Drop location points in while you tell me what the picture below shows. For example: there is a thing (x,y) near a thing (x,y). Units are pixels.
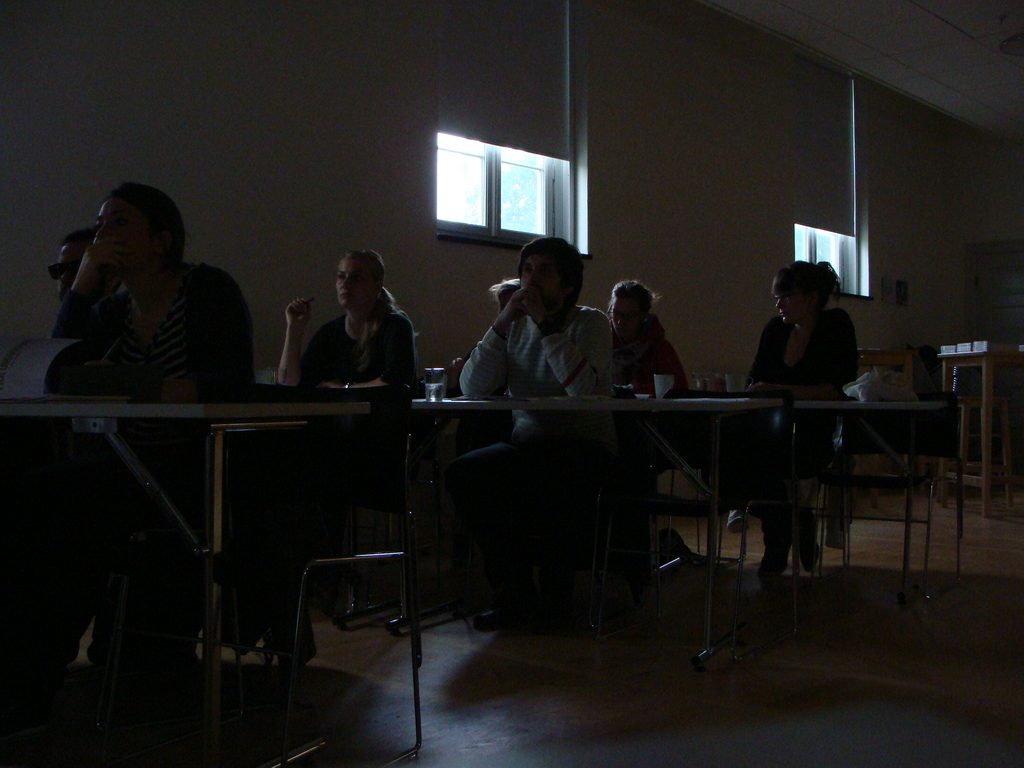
The image is inside a room (556,557). There are tables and chairs (891,433). there are two windows (840,248). People (208,315) are sitting on the chair (923,426) in front of it there is table (420,406). On the table (504,408) there is glass (433,390), paper (35,360). this is the floor (680,683). There are seven people (499,331) in the image.
